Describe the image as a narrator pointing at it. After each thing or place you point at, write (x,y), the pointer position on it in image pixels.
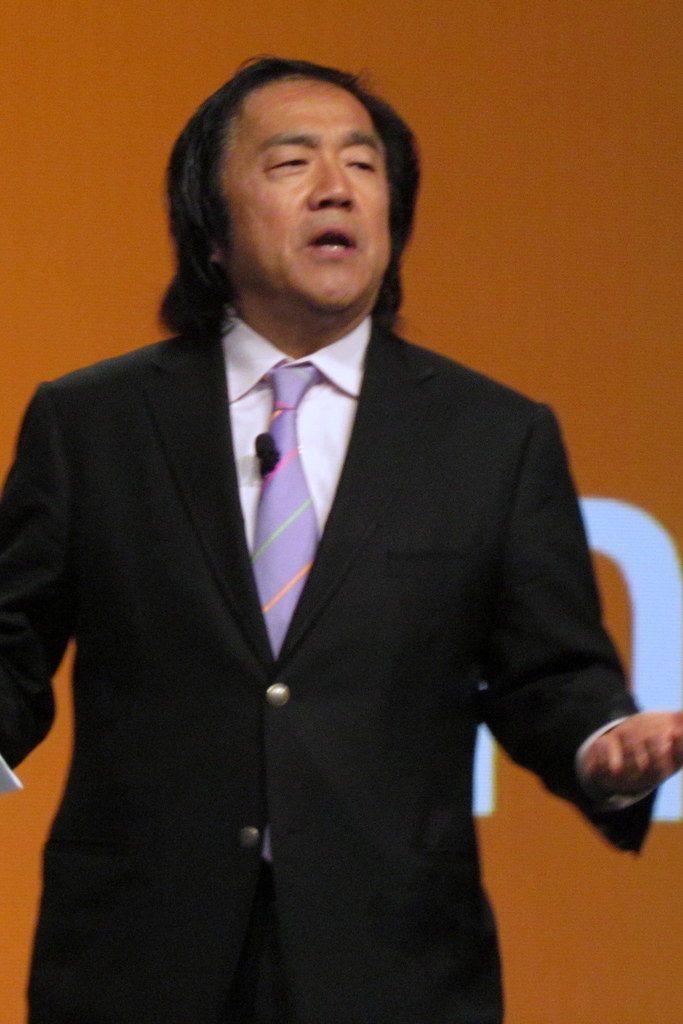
Here I can see a man (125,631) wearing black color suit (174,618), standing and speaking by looking at the right side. In the background (508,154) I can see an orange color board (523,148) on which I can see some text (631,597).
